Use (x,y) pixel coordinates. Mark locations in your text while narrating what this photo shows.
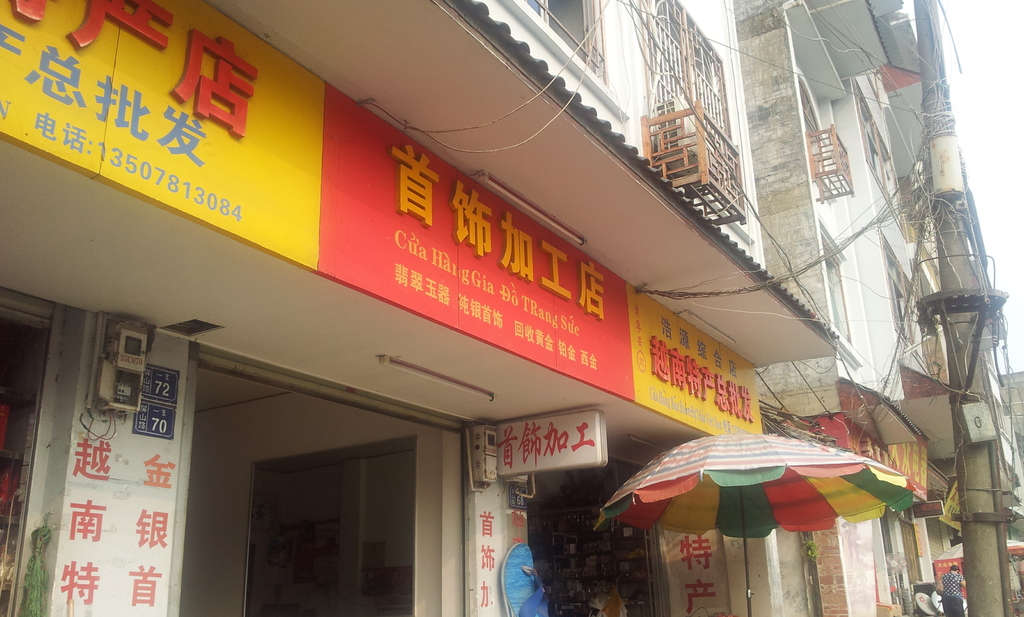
As we can see in the image there are buildings (679,207), windows (659,56), banners (625,305), current pole (927,41), an umbrella (765,506), a person (957,590) standing on the right side (961,607) and there is sky (991,41).
